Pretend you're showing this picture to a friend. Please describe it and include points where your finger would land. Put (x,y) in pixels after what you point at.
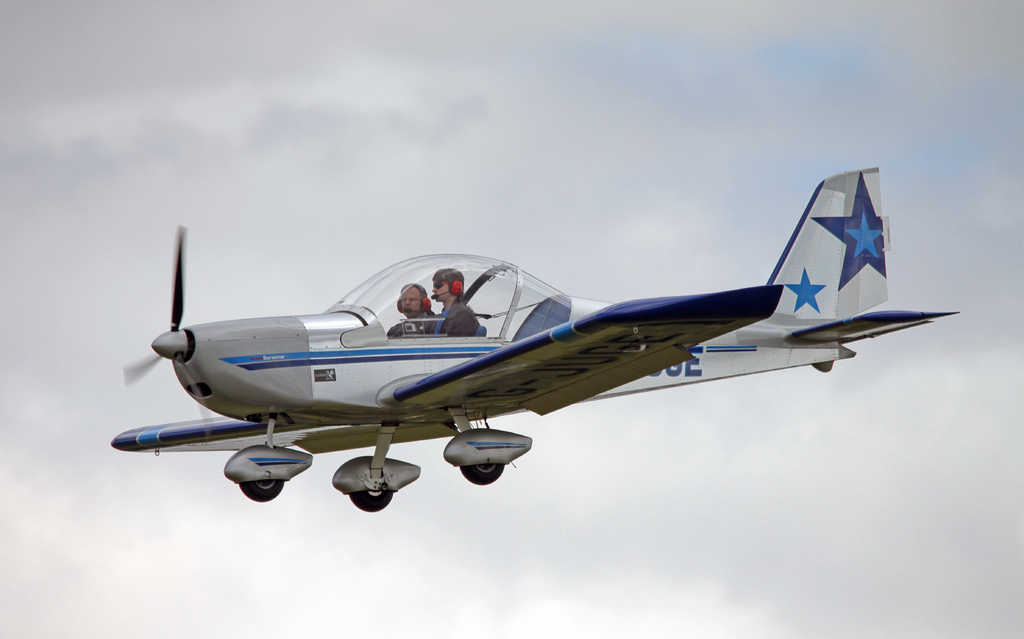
It is an aeroplane (572,330), there are 2 persons (445,305) sitting in it. It is in white and grey color. At the top (514,167) it is the sky (511,193).
